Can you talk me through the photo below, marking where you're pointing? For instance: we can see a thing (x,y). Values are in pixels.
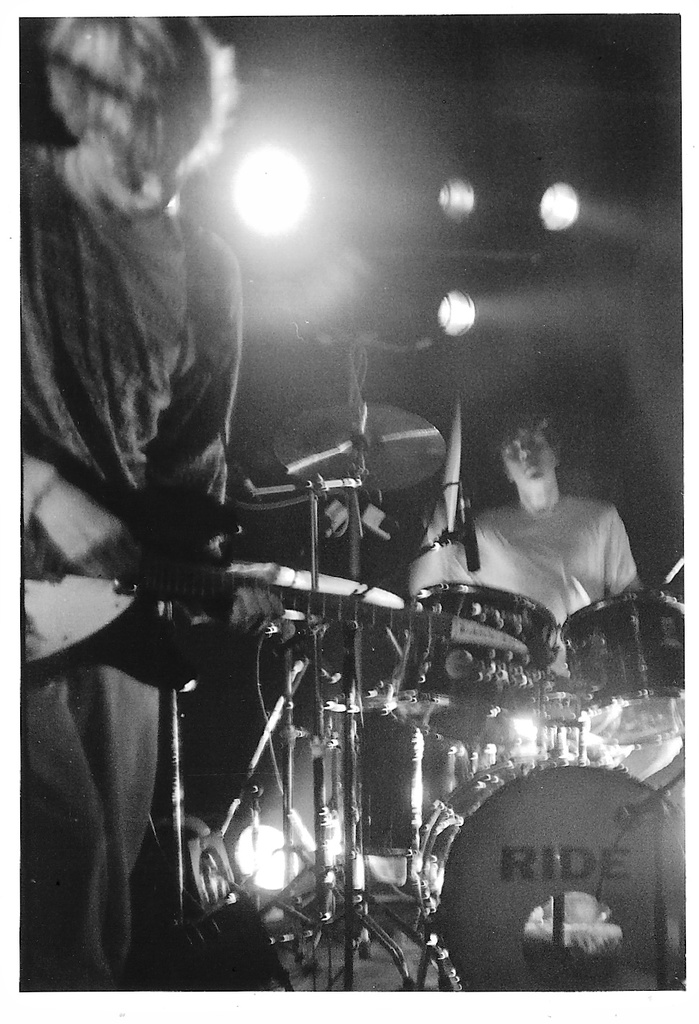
In this picture we can see two persons (226,409), a person (206,553) in the front (96,525) is playing a guitar (56,629), we can see drums (567,649) and cymbals (395,461) here, in the background (543,198) there are some lights (261,171).
